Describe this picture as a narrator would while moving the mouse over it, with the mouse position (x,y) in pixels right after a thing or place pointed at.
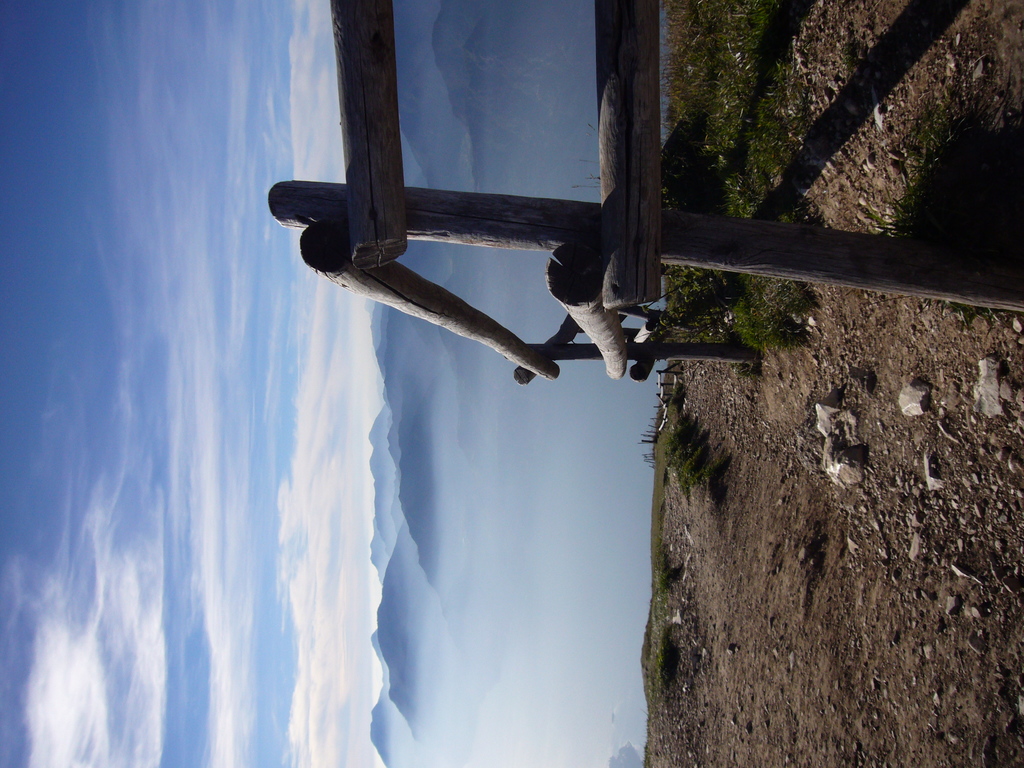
In this image we can see wooden fence (562,288), stones (737,404), grass (655,505) and plants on the ground (722,619). In the background (502,608) we can see mountains (437,608) and clouds (295,441) in the sky (295,441).
